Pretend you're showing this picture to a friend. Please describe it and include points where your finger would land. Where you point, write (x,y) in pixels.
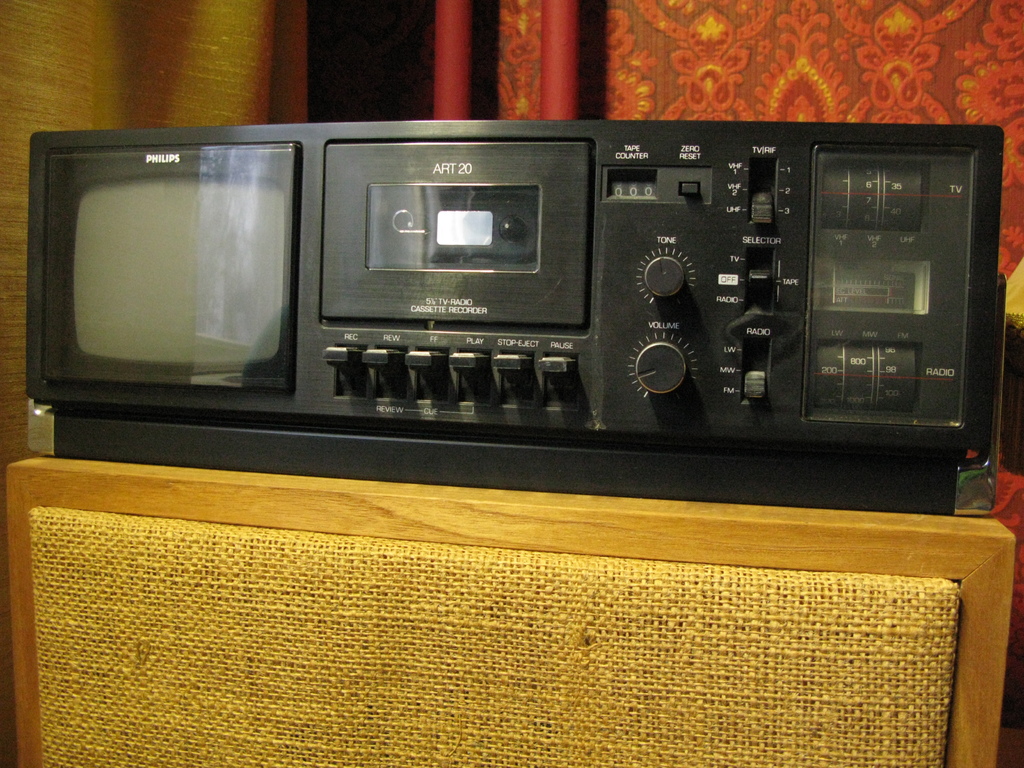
In this image we can see an electronic gadget (616,366) on a wooden object (576,536). Behind the gadget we can see a red color object (704,75).
